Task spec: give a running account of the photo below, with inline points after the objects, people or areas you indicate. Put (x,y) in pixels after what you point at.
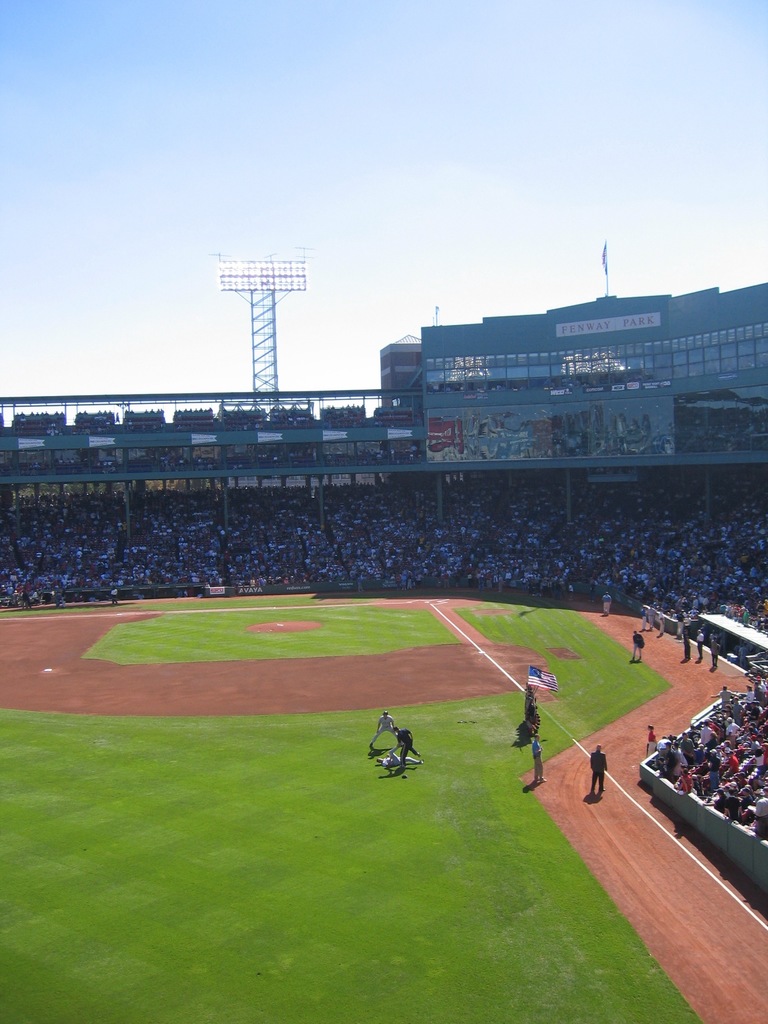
In this image I can see a stadium (642,498) and people (759,583) are sitting and on the ground (253,787) there are many grasses (261,860).
